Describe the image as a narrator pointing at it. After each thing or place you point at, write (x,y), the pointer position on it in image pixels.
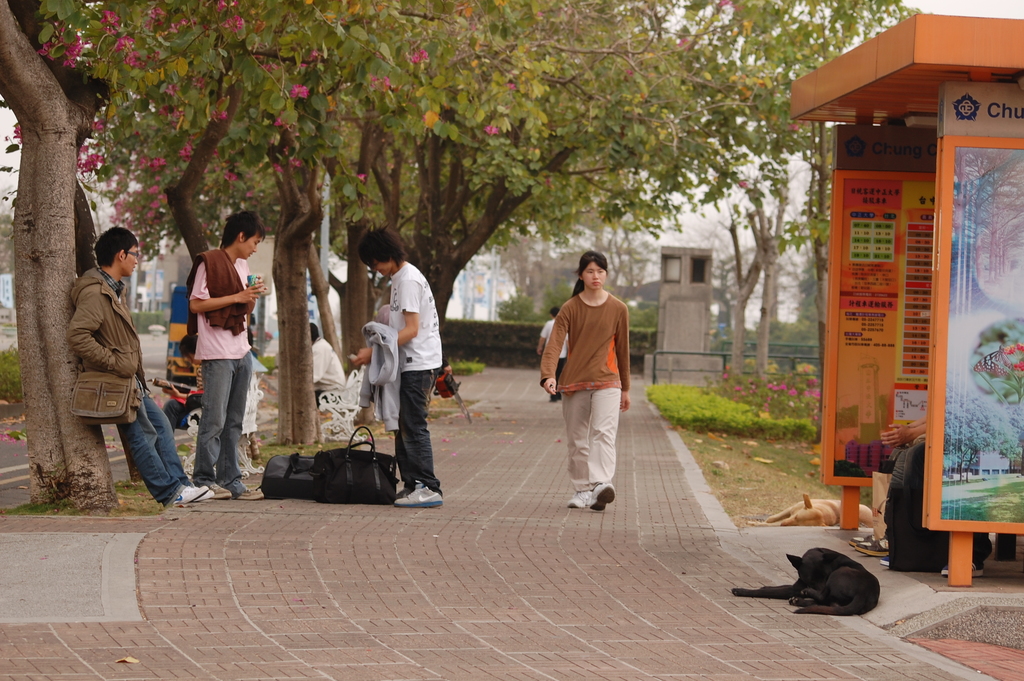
In this picture I can see few trees (63,49) and a man (328,343) seated on the bench (330,405) and few are standing and I can see couple of bags (308,465) on the floor (547,532) and a man (100,346) wore a bag (94,392) and we see couple of them walking on the sidewalk (556,481) and I can see a woman (920,474) seated in the shelter (904,346) on the side walk (814,526) and couple of dogs (824,600) sleeping on the ground (608,604) and i can see few plants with flowers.
